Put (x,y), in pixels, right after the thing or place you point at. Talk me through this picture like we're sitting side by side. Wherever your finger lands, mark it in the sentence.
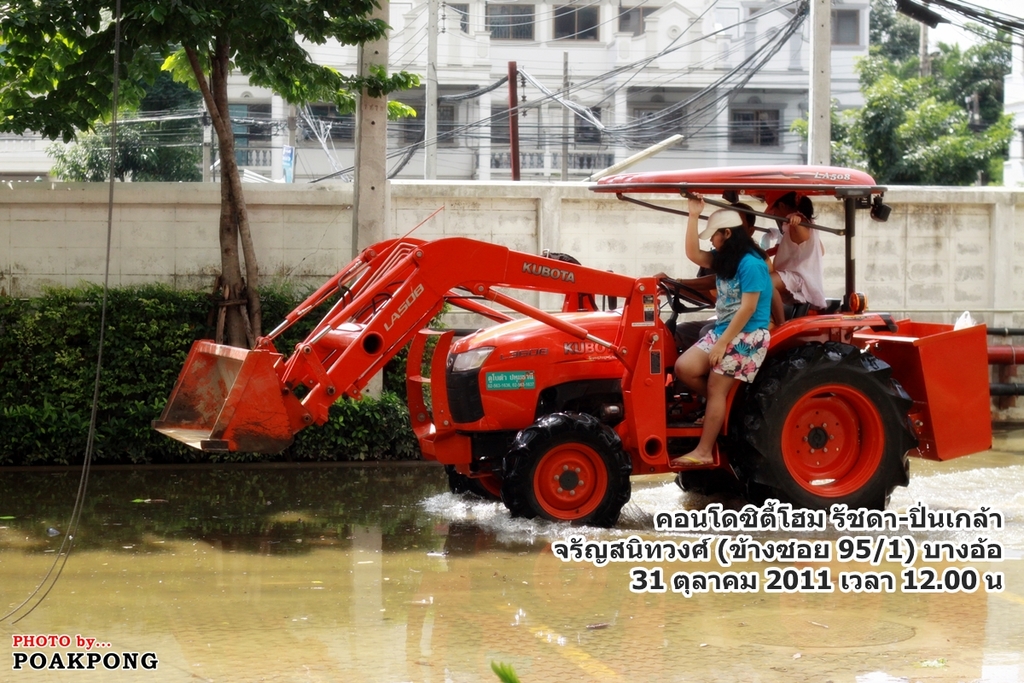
In this image there is a vehicle (654,402) and we can see people (707,348) sitting in the vehicle (749,388). In the background (449,145) there are trees (911,101), poles (563,144), wires (560,132) and buildings (533,70). There is a hedge (118,362). At the bottom (131,555) there is water (337,548).
